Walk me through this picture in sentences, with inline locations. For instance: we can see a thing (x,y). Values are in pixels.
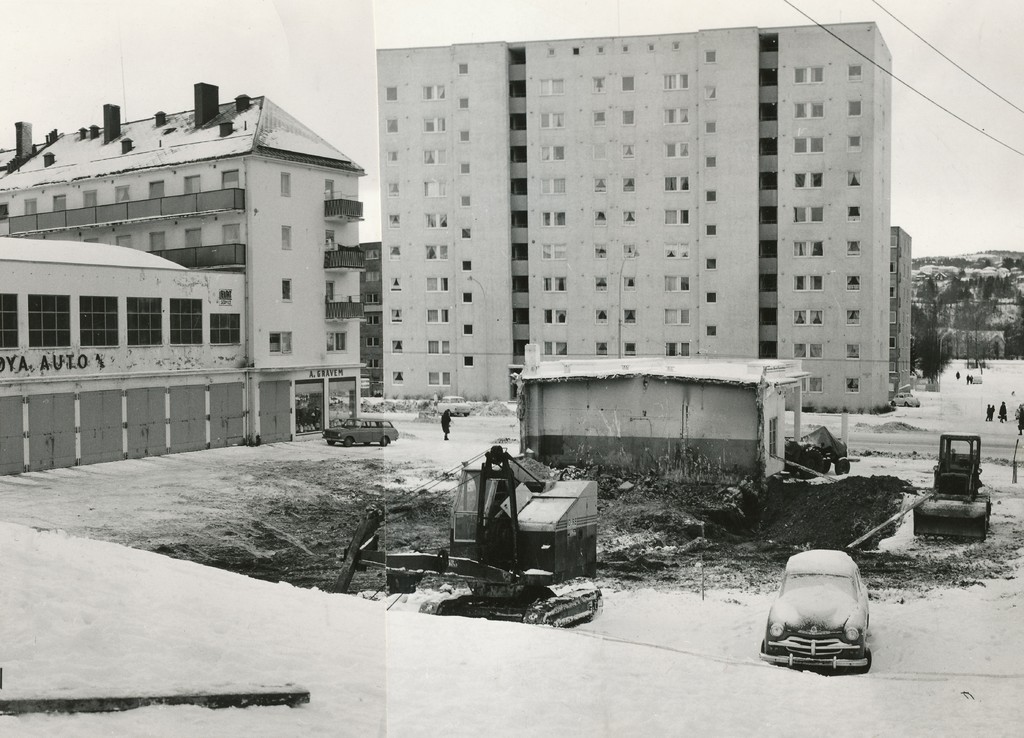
This picture shows few buildings (30,291) and we see couple of cars (824,552) and couple of cranes (588,559) and we see few people (444,412) standing here and there and a cloudy sky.
